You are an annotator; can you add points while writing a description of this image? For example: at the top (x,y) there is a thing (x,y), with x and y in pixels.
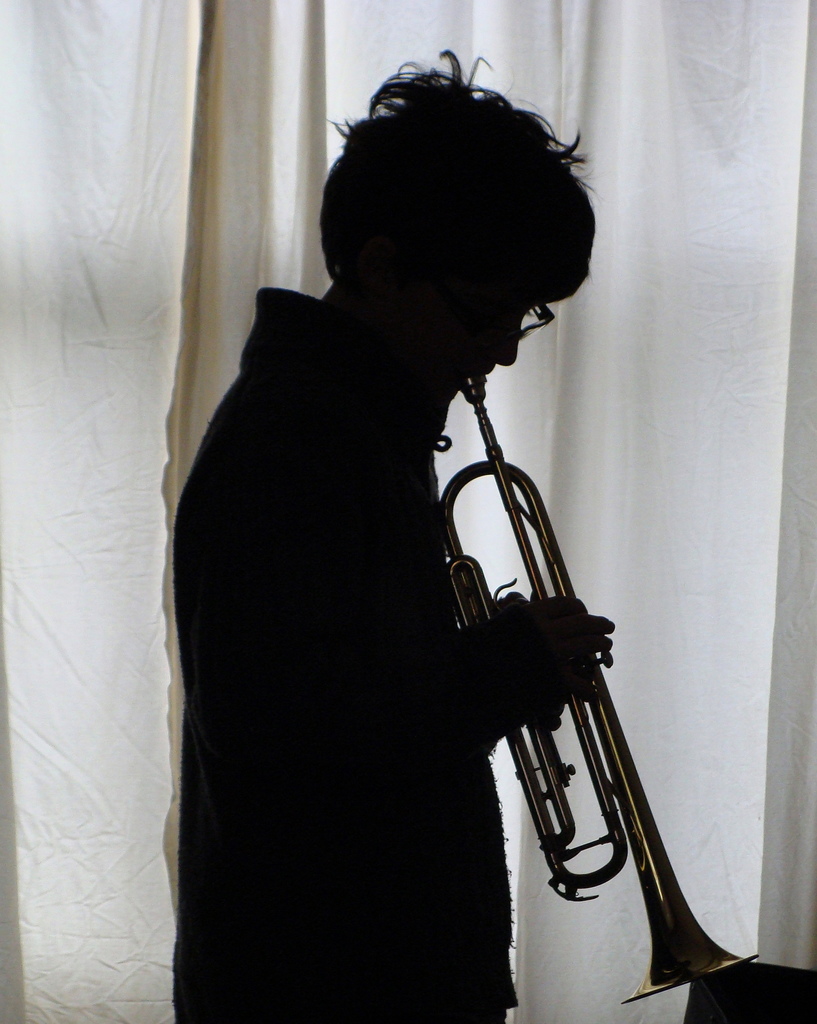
In the front of the image (326,678) I can see a person (325,667) is playing a musical instrument (542,547). In the background of the image (788,451) there is a curtain (793,367).
